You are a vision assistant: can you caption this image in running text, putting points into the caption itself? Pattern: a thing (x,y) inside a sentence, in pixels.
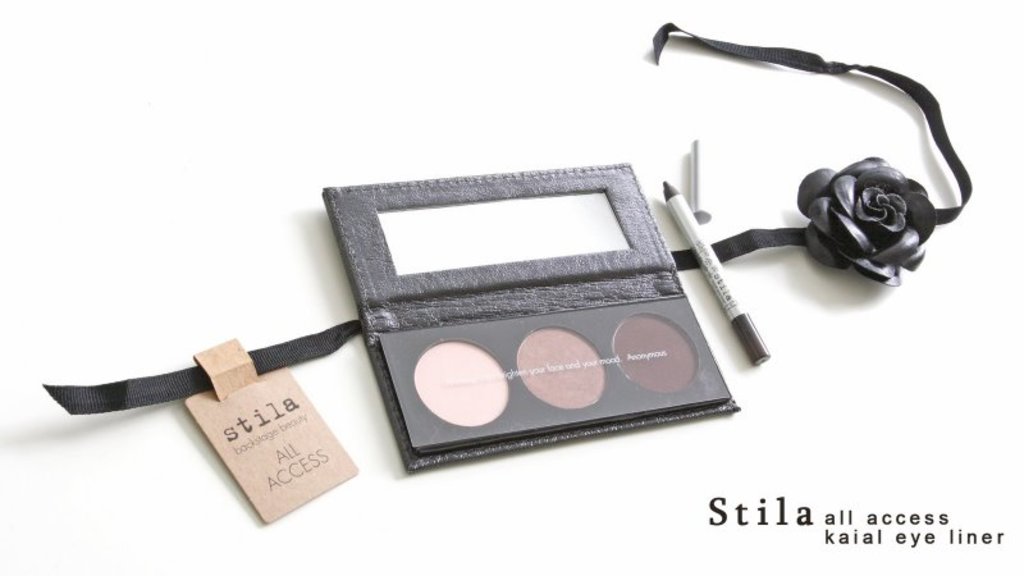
In the center of this picture (360,254) we can see eye shadows (572,362), mirror (494,228), eyeliner (755,335) and a black color object (756,230) seems to be the head band (263,351) and we can see the text (261,422) on the image. The background of the image (255,160) is white in color.
